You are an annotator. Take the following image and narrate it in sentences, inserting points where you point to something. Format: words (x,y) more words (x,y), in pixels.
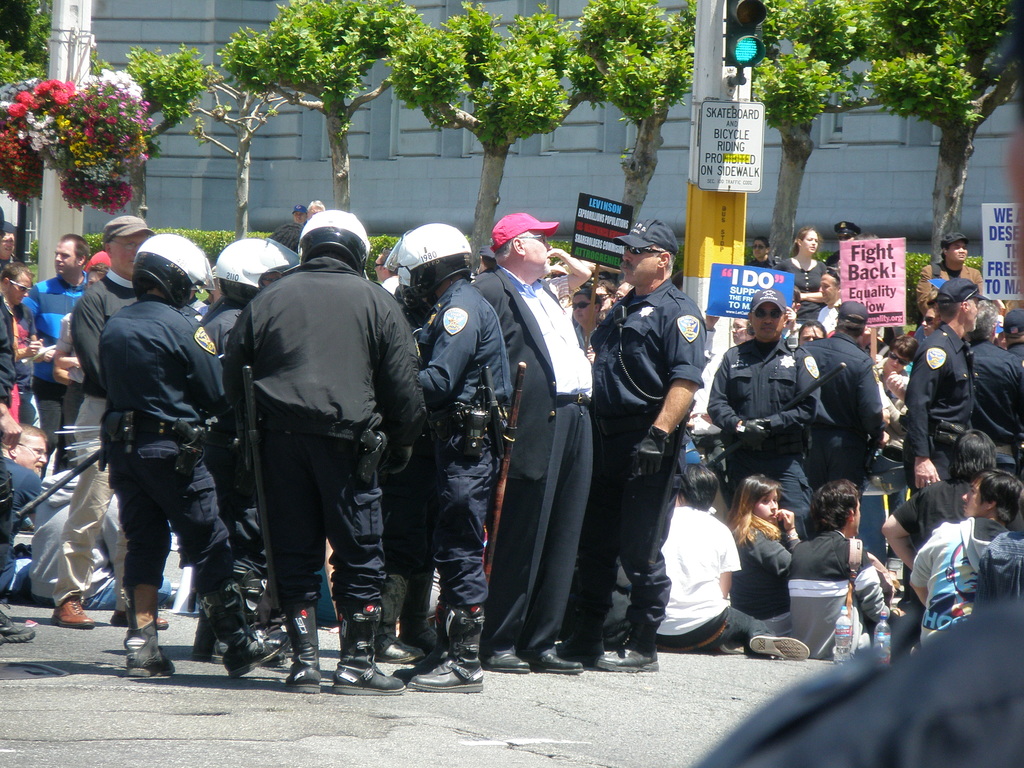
In this image we can see these people (254,249) wearing uniforms (654,309), helmets (289,260), shoes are standing on the road (773,674). Here we can see these people (747,538) are sitting on the road (182,681). In the background (710,82), we can see boards (744,173), trees (679,52), pole (715,247), traffic signals (752,57) and the wall (391,155).
